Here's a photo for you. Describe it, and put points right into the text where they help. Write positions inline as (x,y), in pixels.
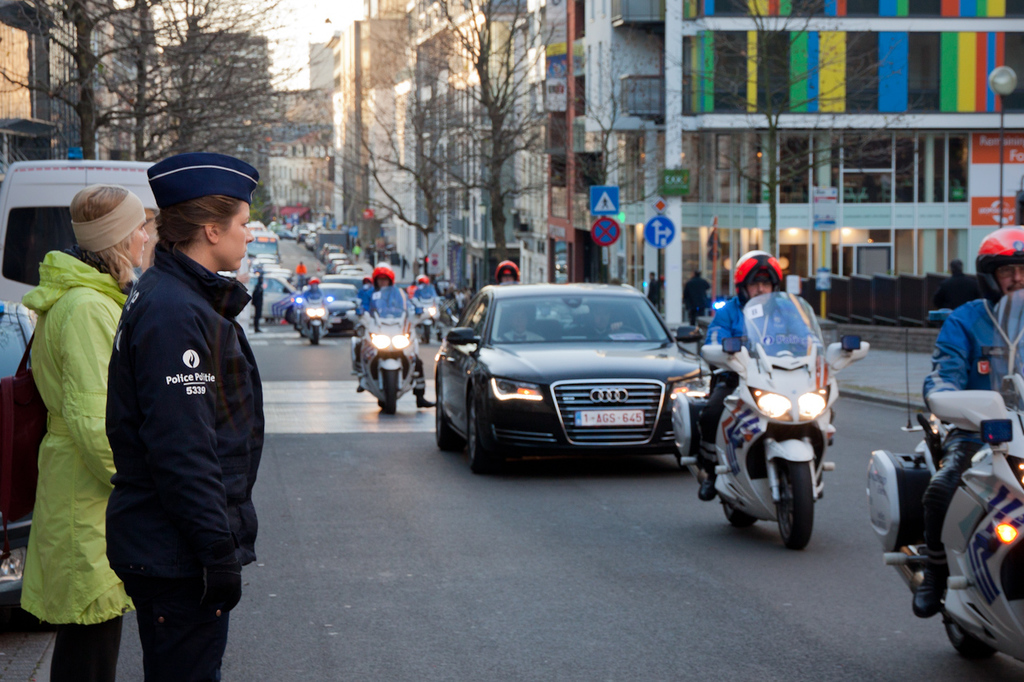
There are two women (148,362) standing on the road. And a car (518,394), motor bikes (361,371) and some other vehicles (337,315) are passing on the road (791,552). These are the sign boards (615,208). This looks like a pole (571,100). At background (819,96) I can see a building (844,119) and trees (501,124).
